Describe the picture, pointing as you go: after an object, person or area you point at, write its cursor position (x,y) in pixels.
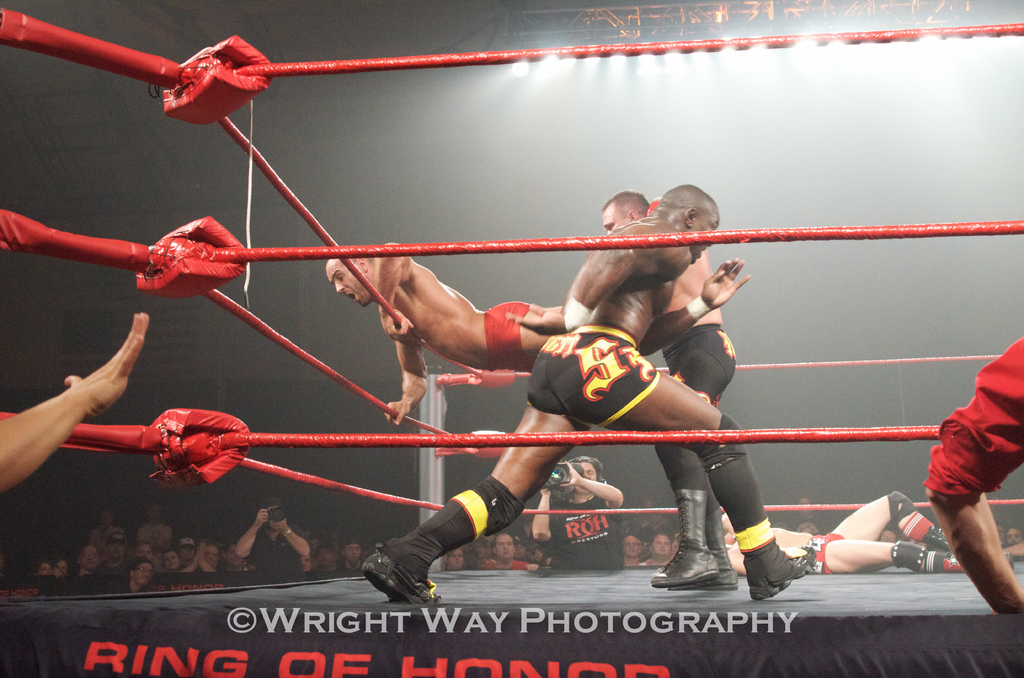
In this image I can see group of people (1010,376) playing game. Background (170,563) I can see the person (614,540) standing wearing black shirt (599,533) holding a camera (556,478) and I can also see group of people (149,564) sitting.
